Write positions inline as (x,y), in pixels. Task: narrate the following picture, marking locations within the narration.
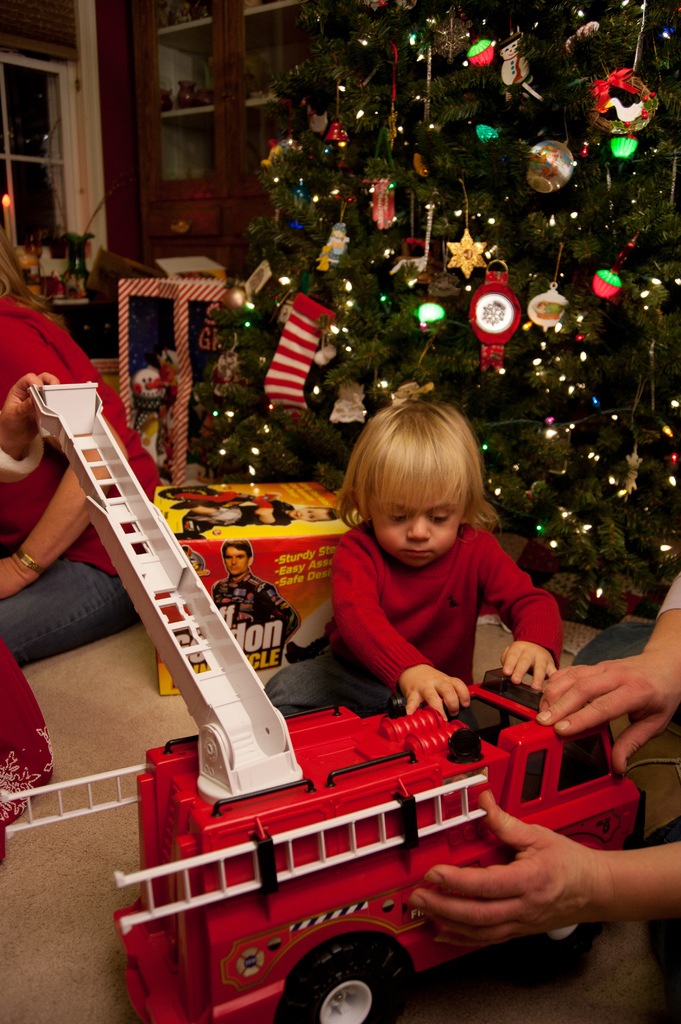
In this image, we can see a toy vehicle (321,828) and there are people (7,285) and a box (228,529). In the background (264,250), there is a christmas tree (332,293) and we can see some decor (392,224) and there is a candle (7,211) which is lighted and we can see a window (37,106) and some objects (191,92) in the rack (196,146).
